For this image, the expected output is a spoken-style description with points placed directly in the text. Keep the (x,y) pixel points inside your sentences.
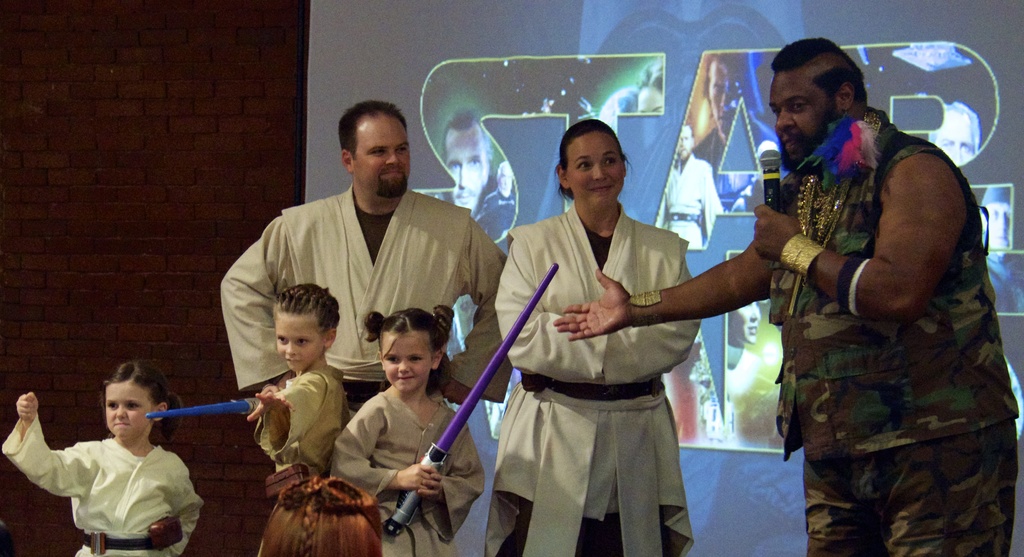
In this picture we can see some people (346,242), two girls (299,330) are holding objects (422,460) and a man (741,302) holding a mic (767,207). In the background (735,176) we can see the wall (212,86) and screen (370,86).
